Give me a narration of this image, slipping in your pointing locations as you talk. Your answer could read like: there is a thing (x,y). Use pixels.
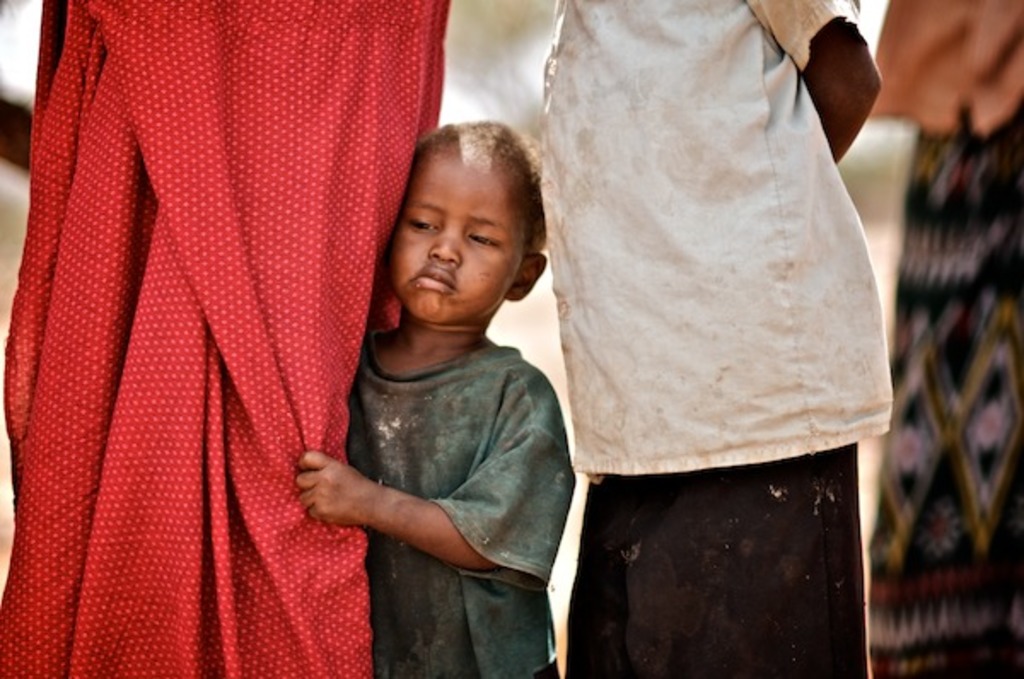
In the picture I can see people (628,462) are standing among them the child (559,545) in the middle (477,436) is wearing a t-shirt (490,479). The background of the image (898,258) is blurred.
